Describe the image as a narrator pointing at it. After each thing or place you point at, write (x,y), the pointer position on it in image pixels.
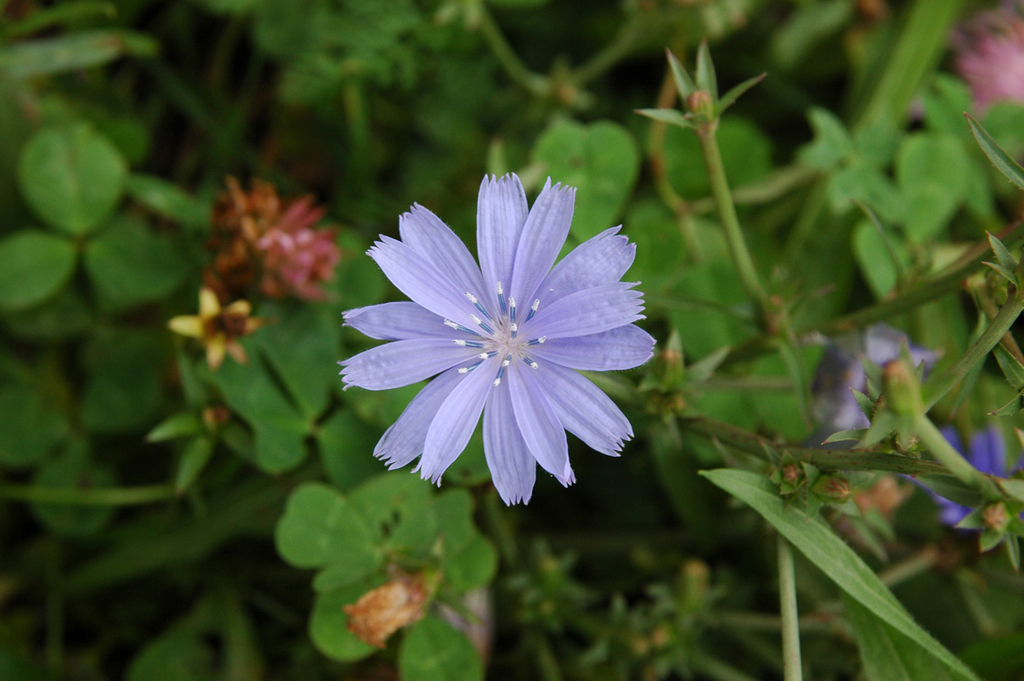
In this image I can see flowers (397,443) plants (924,405).
